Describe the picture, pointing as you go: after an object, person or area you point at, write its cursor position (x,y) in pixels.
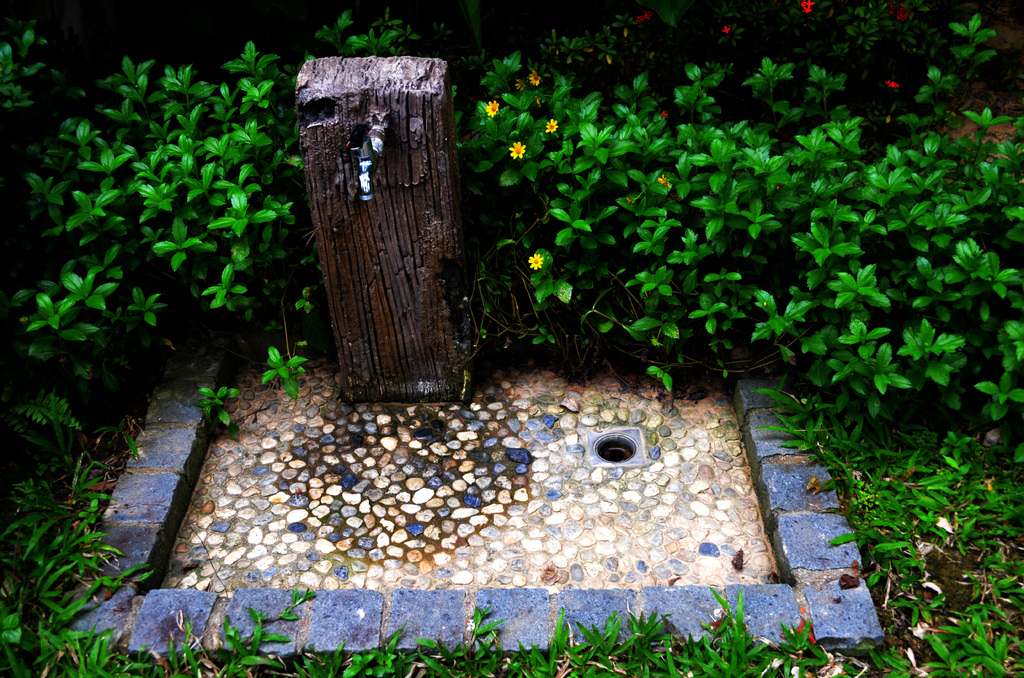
In this picture we can see an object (388,286) on the ground (794,531) and in the background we can see plants (986,327), flowers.
